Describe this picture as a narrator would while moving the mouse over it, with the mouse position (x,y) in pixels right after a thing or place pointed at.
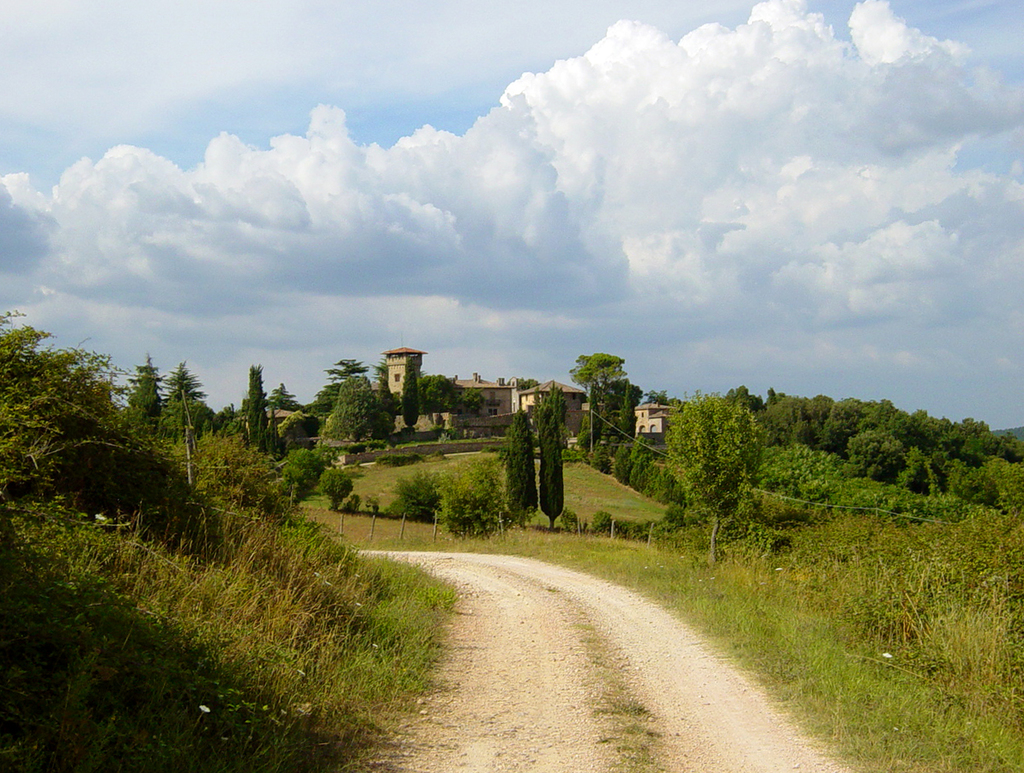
In this picture we can see a path (566,670), beside this path (731,669) we can see trees (779,471), fence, buildings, poles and in the background (812,388) we can see sky (776,220) with clouds (820,188).
